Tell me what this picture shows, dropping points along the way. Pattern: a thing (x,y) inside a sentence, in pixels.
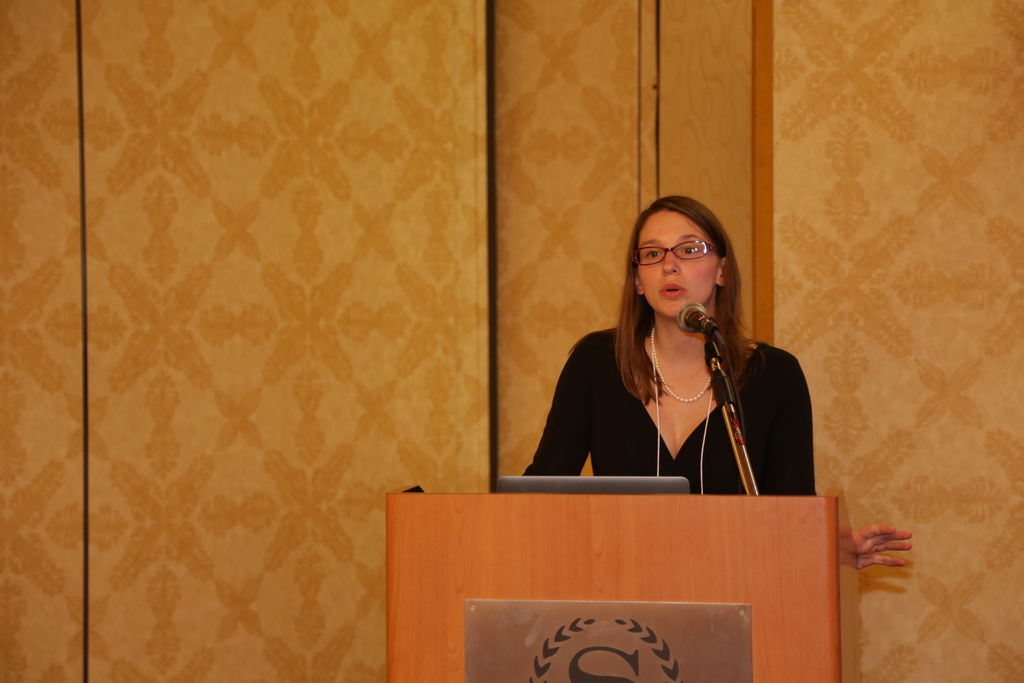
In this image we can see the person (680,382) standing in front of the podium (687,512) and we can see the mic (742,440) and it looks like a laptop (588,485). And at the back (505,81) we can see the patterned wall (423,160).
